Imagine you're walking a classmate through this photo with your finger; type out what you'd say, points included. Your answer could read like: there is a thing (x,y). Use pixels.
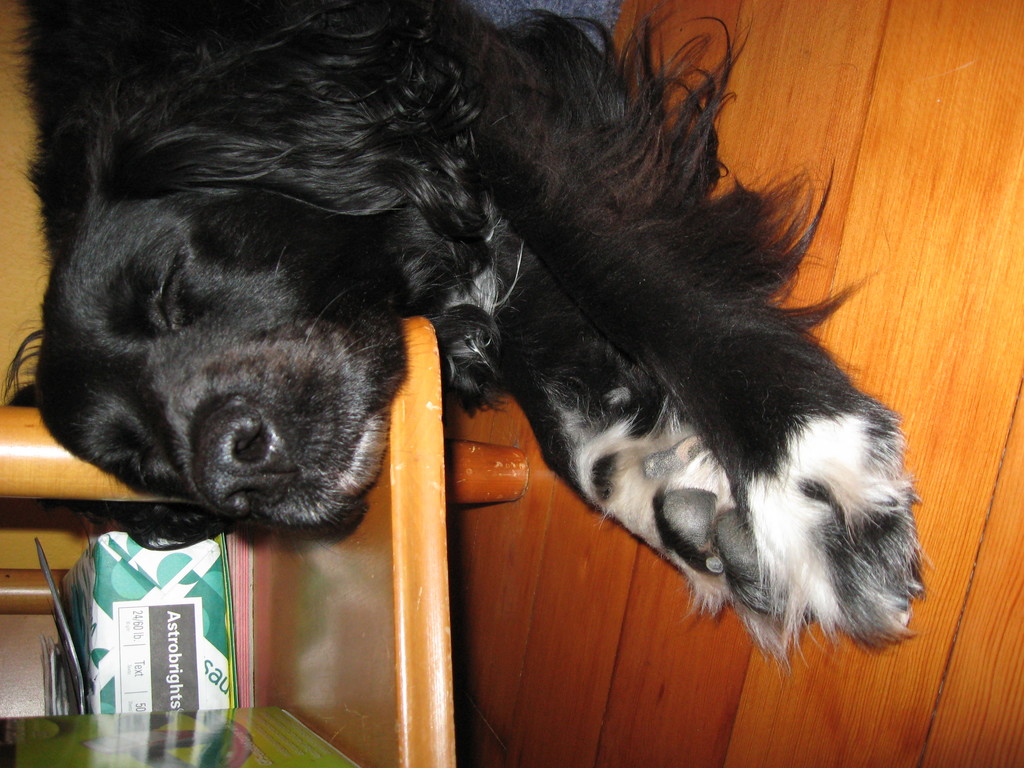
In this picture we can see a black dog (79,186) sleeping on a platform (951,286) and beside this dog (233,359) we can see some objects (151,552).
